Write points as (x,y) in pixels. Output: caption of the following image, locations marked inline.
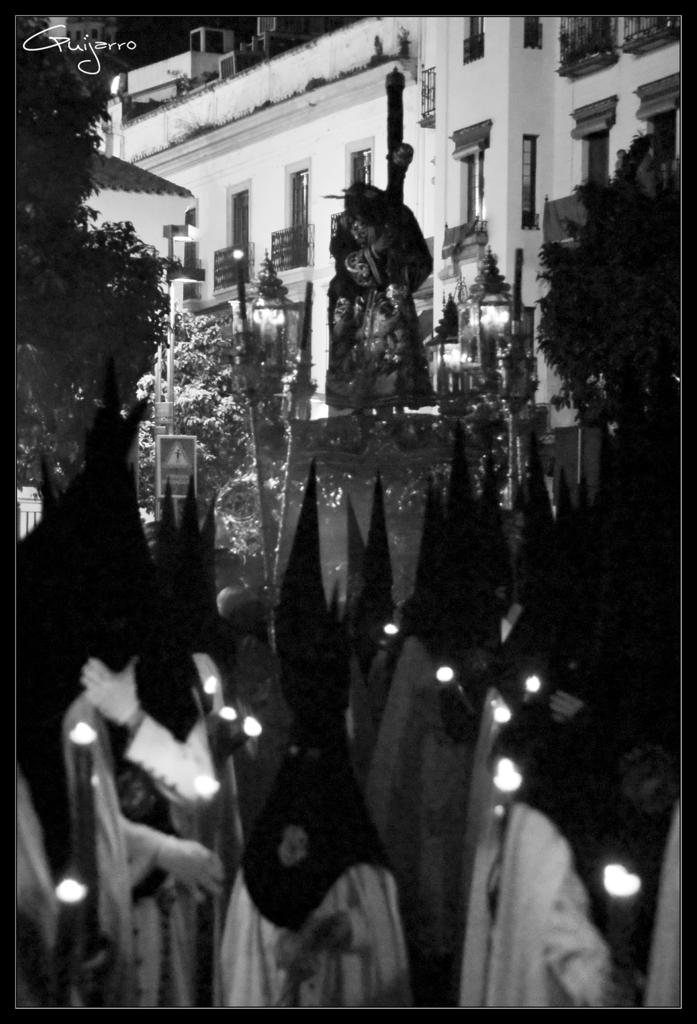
In this image I can see the group of people (186,817) with the costumes (261,767) and these people (367,741) are holding the lights (511,779). In the background (26,467) I can see the statue (335,342), many trees (153,489) and the building (280,207) with windows (248,193). I can also see the sky (160,35).
